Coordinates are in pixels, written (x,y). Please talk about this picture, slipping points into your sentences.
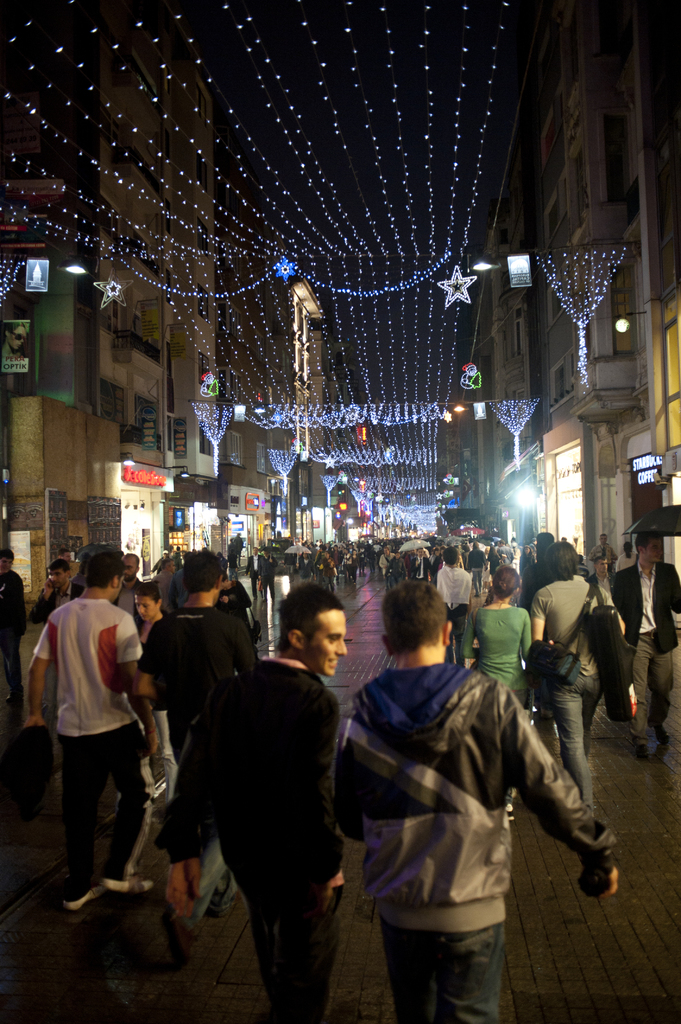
To the bottom of the image (280,707) there are many people (280,664) on the road (373,586). To the top of the image (91,87) there are many decorative lights (319,364). To the left corner of the image (94,357) there are many buildings (151,342) with walls (104,439), windows (116,406) and stores (172,510). To the right corner of the image (564,266) there are buildings (556,339) with walls (591,386) and windows (566,491).
